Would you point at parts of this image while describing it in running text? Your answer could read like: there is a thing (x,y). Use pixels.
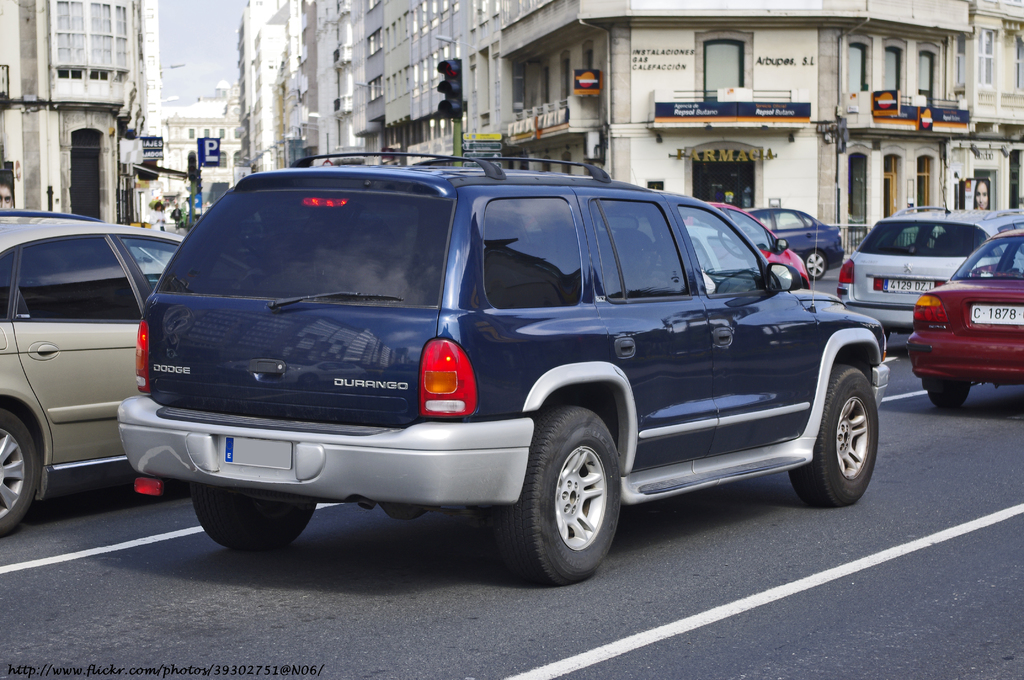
In this image I can see number of vehicles (645,204), number of buildings (39,135), number of boards (577,90), signal lights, poles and I can see white lines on this road (918,599). On these boards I can see something is written.
